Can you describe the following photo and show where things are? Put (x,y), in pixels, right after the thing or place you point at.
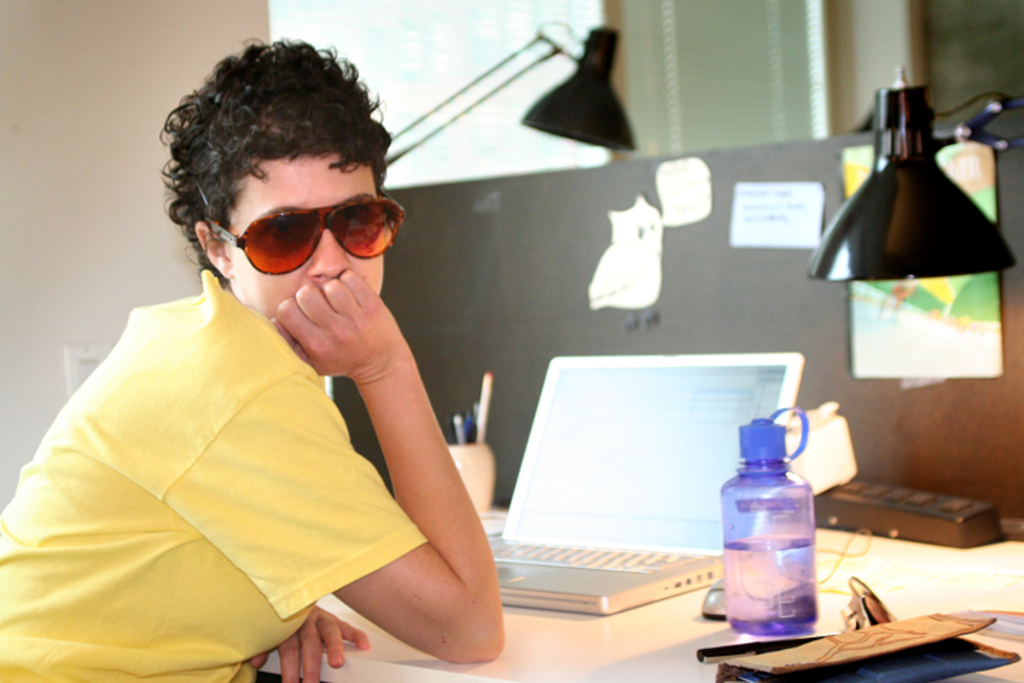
There is a woman (209,127) sitting beside the table (657,633). There is a laptop (565,570) on the table (590,644). Beside the laptop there is a water bottle (772,593), and there is mouse (720,609) beside the water bottle (737,610), there is pen (741,647) and the book (774,673) on the table (981,560) and there is a switch board (859,502) on the table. There is a lamp (883,193) on the table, and there is another lamp (610,129) and holder (541,57). In the background (72,58) there is a wall (81,223) and switch board (85,350) and a window (390,29) and a curtain (720,70). There is a bulletin board (847,333) on the table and a pen holder (479,463) and some pens (473,428) and pencils (490,393) inside a holder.
